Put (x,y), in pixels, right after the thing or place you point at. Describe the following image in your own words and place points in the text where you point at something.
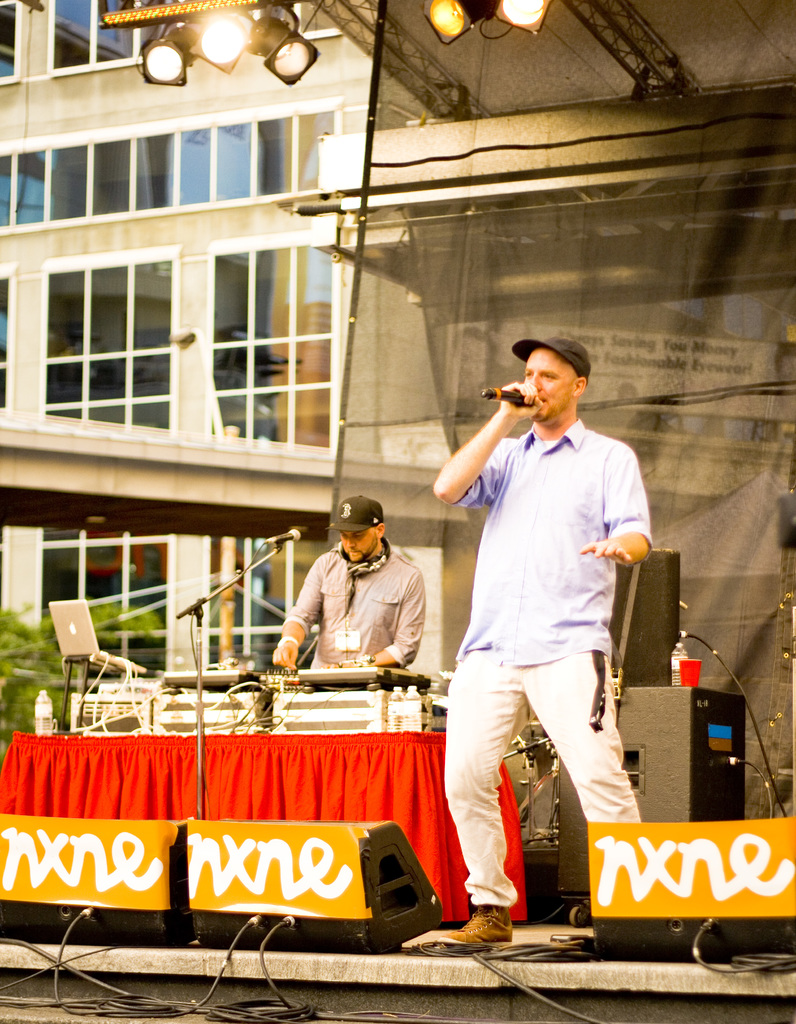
In this image I can see two persons (531,669). In front (481,768) the person (531,639) is standing and holding a microphone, background (80,628) I can see the microphone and I can see few musical instruments (213,694) and a laptop (73,642). I can also see few lights (225,31) and the building (183,263) is in cream color and I can see few glass windows (227,341).
